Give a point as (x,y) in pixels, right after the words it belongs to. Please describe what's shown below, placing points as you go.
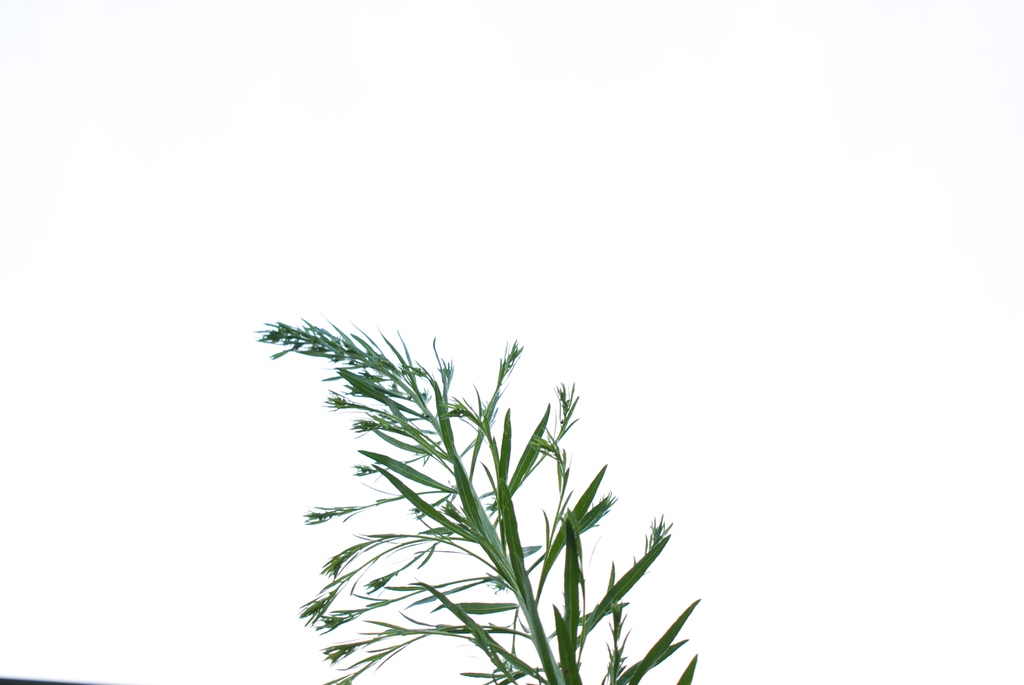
In this image we can see a plant (627,579). Behind the plant (404,630) the background (250,397) is white.
